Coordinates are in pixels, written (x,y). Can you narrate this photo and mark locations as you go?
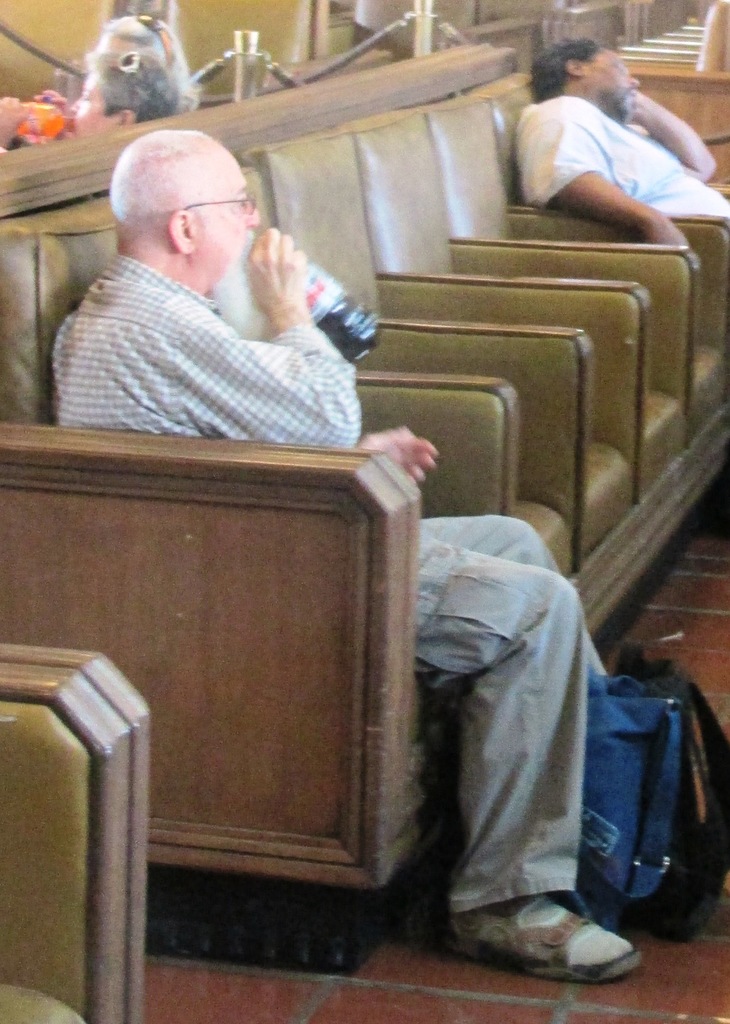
In this image I can see the people (181,274) sitting and wearing the different color dresses (167,329). I can see one person (238,299) holding the bottle (316,313). In-front of the person (506,715) I can see the bag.
